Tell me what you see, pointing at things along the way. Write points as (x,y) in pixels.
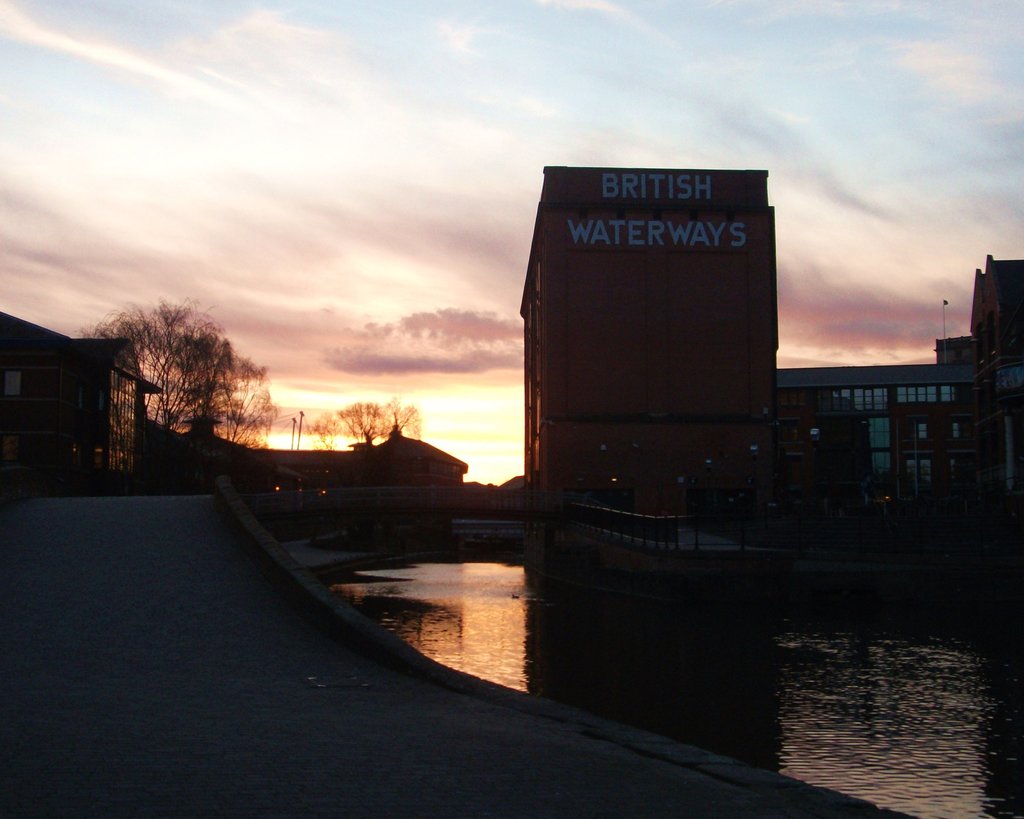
In this image I can see water (613,675), bridge (275,511), trees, houses (111,395), buildings (646,509), fence (839,529), board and the sky (601,164). This image is taken may be in the evening.
